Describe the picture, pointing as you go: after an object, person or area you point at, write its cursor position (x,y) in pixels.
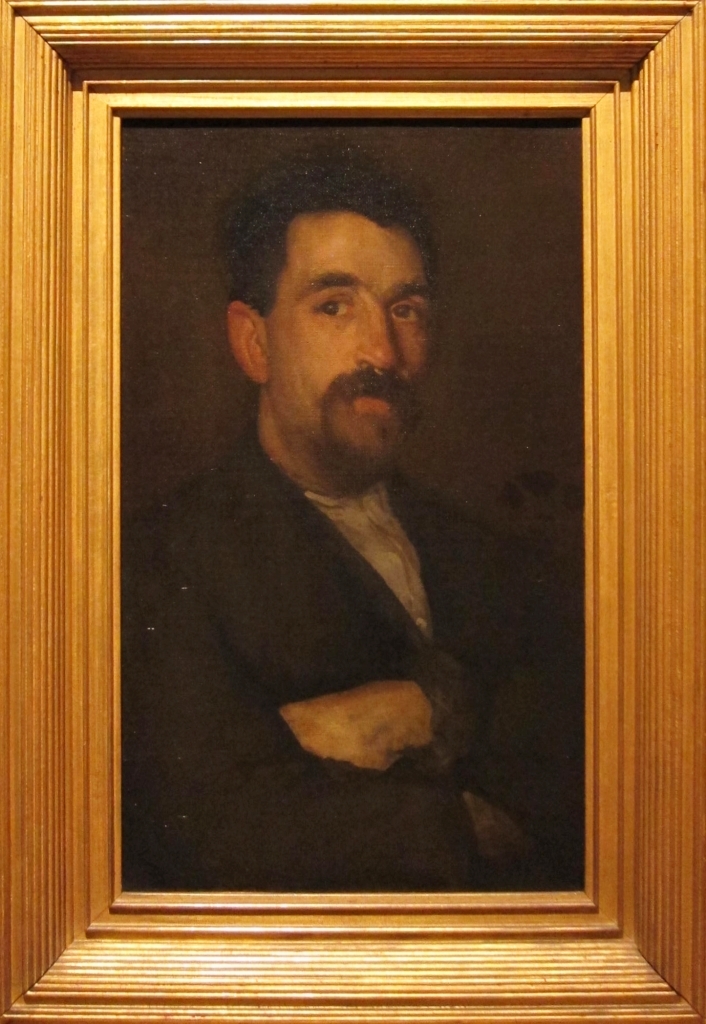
In this image we can see a photo frame (269,464) and a picture (170,509) of man (347,570) in it.
